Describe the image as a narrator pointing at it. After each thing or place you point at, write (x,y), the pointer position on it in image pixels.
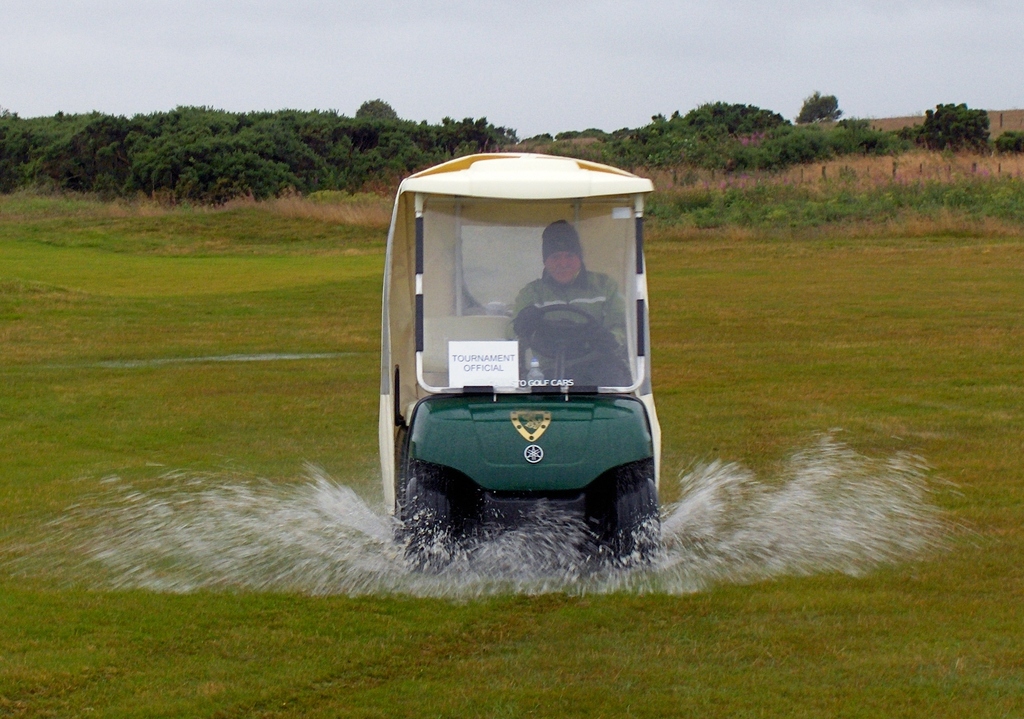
Here we can see a person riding a vehicle (623,420). This is water (462,566) and there is a poster (496,383). Here we can see grass (807,689) and trees (397,159). In the background (104,35) there is sky (245,73).
